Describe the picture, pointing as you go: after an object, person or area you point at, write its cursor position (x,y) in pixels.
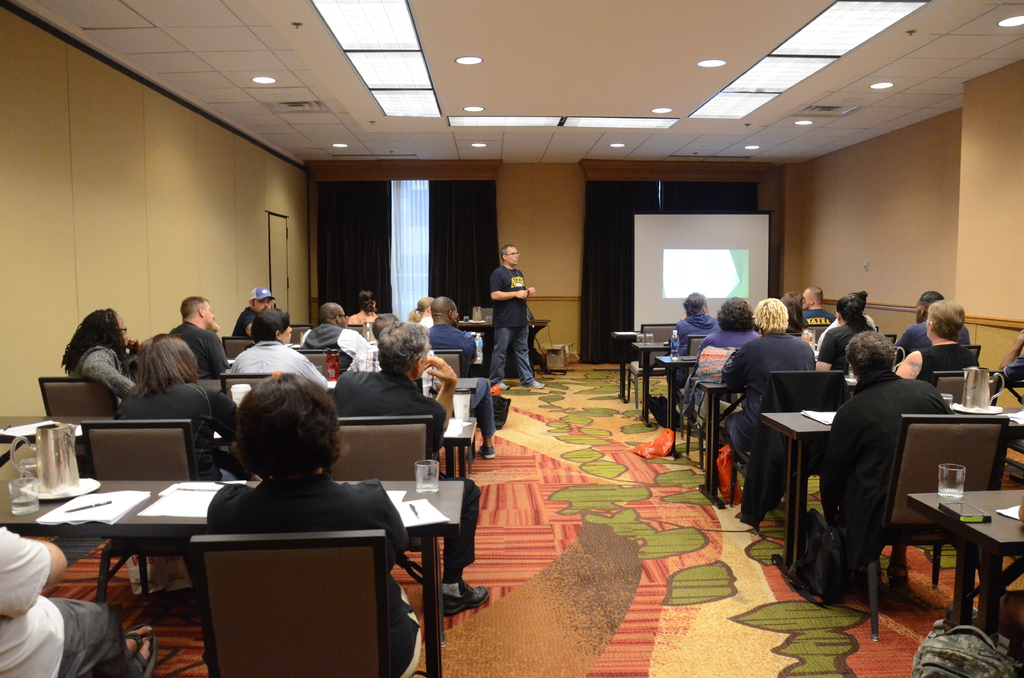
In this image there are group of persons (394,380) who are sitting in a room (429,440). At the middle of the image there is a person (525,342) standing and at the right side of the image (702,287) there is a projector screen (692,282).
